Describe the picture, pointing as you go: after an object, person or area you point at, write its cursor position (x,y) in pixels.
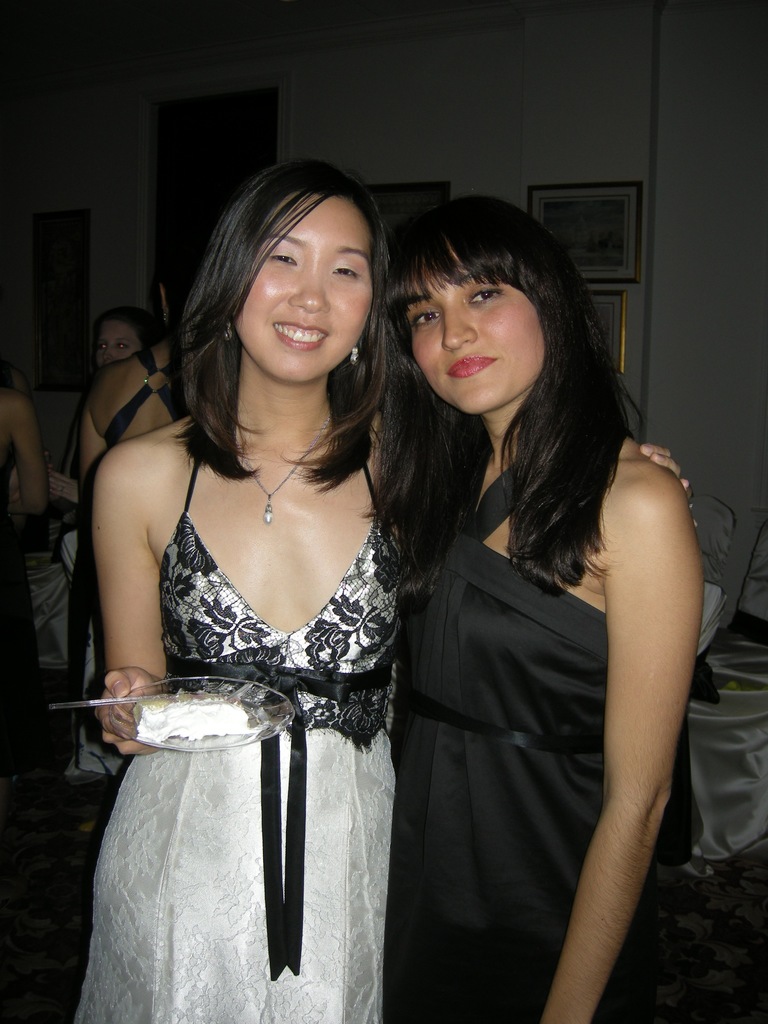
In the foreground of this picture (394,542), there are two women (345,577) standing and posing to the camera. One woman (246,664) is holding a platter (135,729) her hand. In the background (44,360), there are women (123,337) standing, frames (593,183) to the wall (737,350) and few chairs (710,669).
